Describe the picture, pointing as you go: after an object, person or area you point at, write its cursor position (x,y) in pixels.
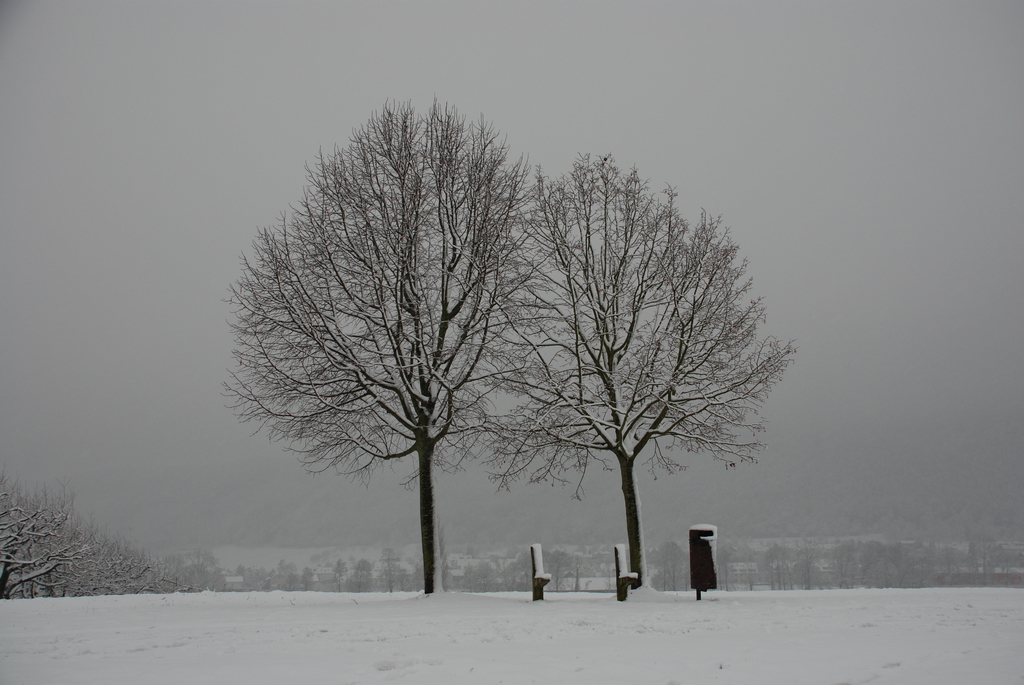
In this image I can see the snow (327,632), few trees (453,382) and few black colored objects (630,574). In the background (495,551) I can see few trees (892,554) and the fog (829,143).
